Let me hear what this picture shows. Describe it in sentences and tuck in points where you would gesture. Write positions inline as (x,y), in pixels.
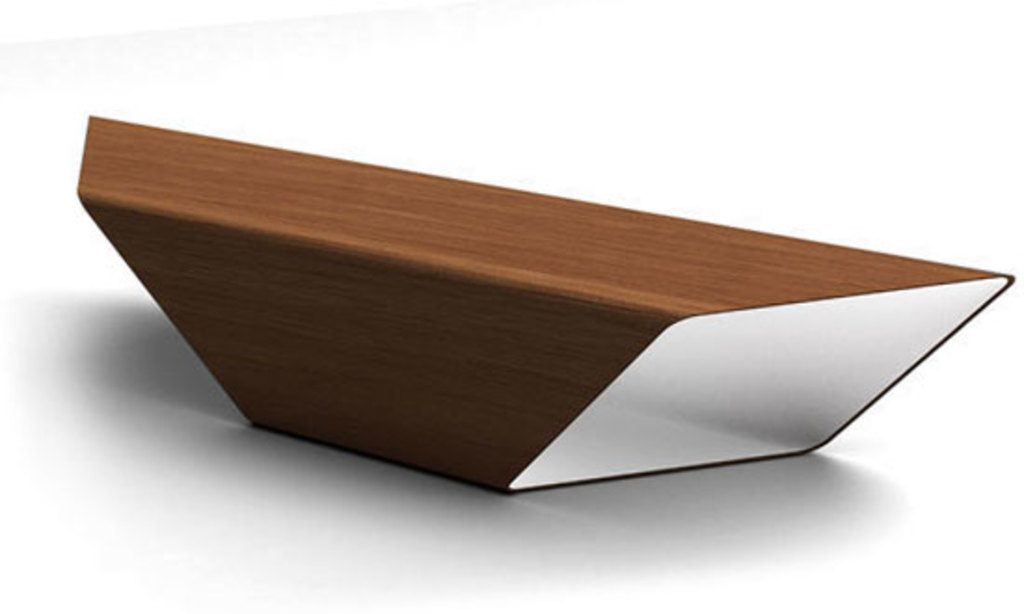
As we can see in the image there is a wooden table (510,301).
